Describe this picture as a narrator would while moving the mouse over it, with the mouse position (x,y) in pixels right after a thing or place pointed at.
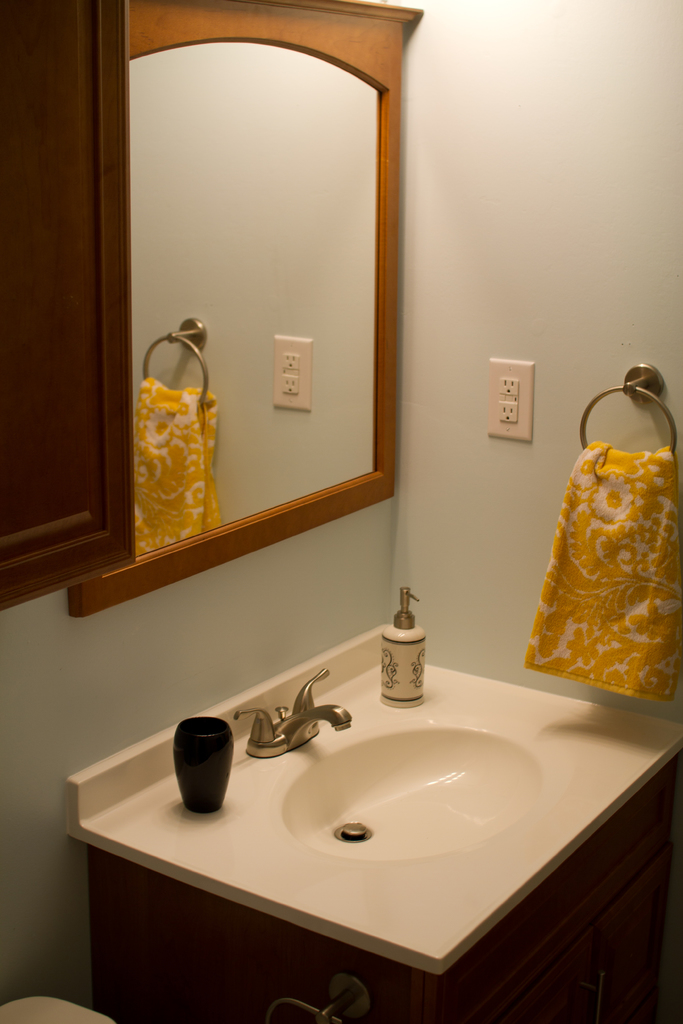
We can see the reflection (187,475) of a towel (204,475), wall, socket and a stand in a mirror (243,292). In this picture we can see the wooden cupboard (89,379), washbasin (436,860), tap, bottle (419,684) and a black object (181,742). At the bottom portion of the picture (346,978) we can see a stand (350,999) on the wooden cupboard (405,996).
